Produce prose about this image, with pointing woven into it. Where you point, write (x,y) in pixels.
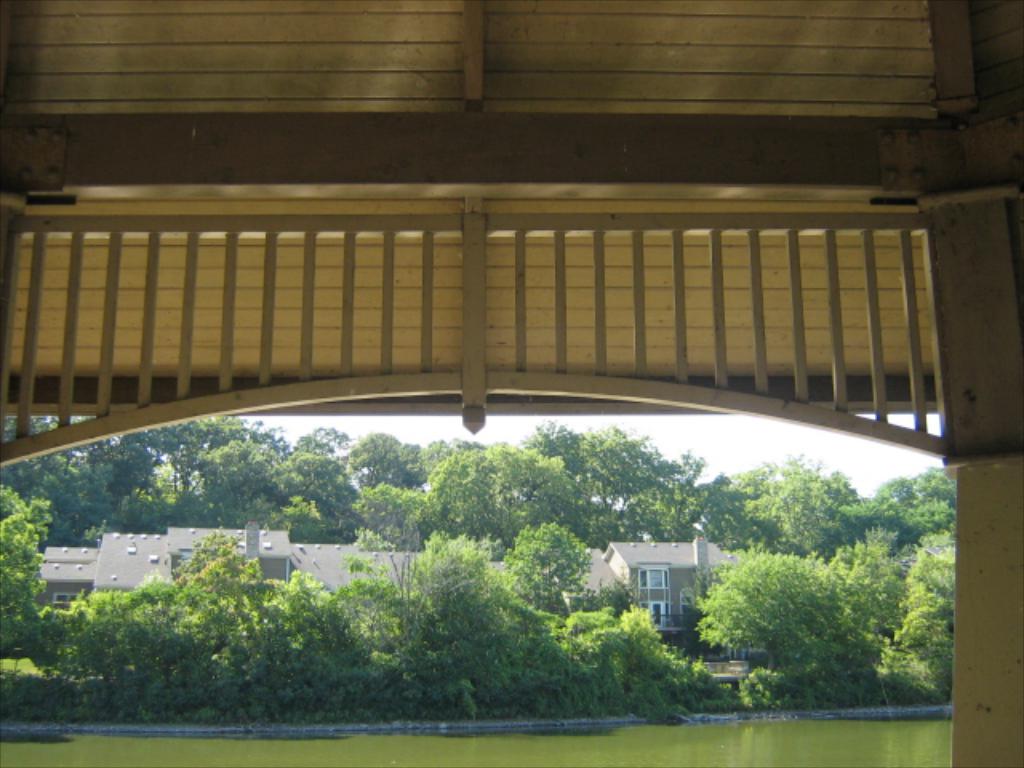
In the image we can see building (652,570) and these are the windows (655,586) of the building (665,597). There are many trees (401,505), this is a water (708,738), wooden fence (799,299) and a sky (717,463).
